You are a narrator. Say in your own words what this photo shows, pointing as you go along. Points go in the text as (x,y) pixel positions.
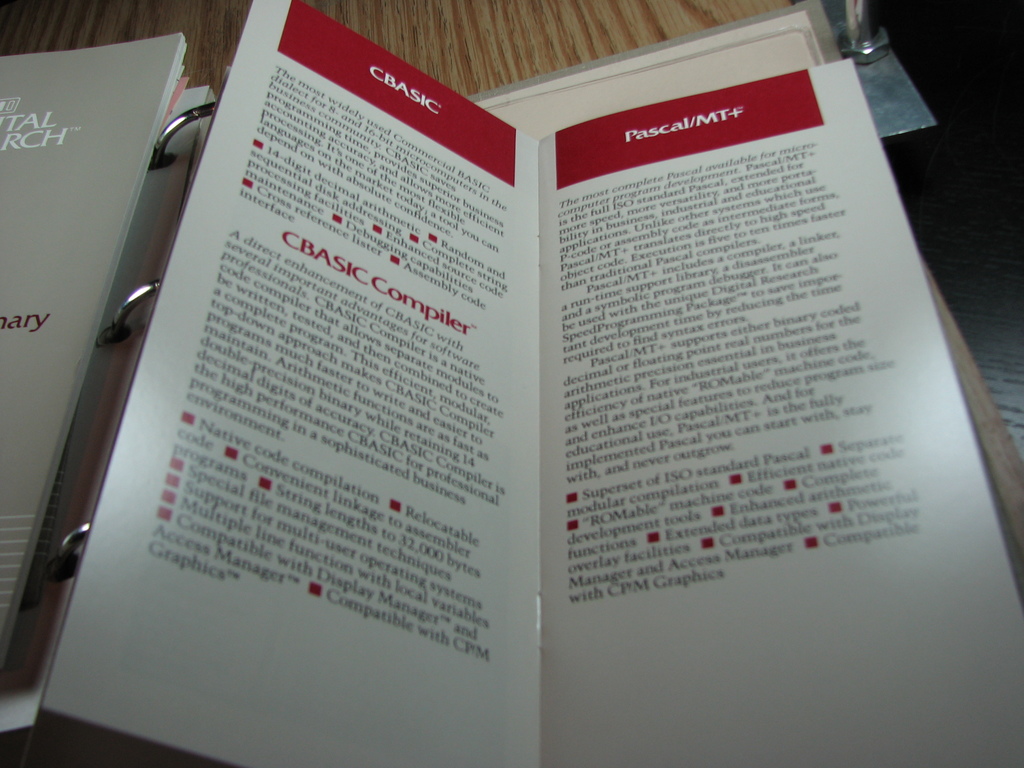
In this image we can see a card (734,388) with some text (588,261) placed on the wooden surface (600,32). On the left side of the image (43,273) we can see a file (127,297) with some rings (194,114). At the top of the image (865,26) we can see a metal bolt (871,38) placed on the surface (881,65).
